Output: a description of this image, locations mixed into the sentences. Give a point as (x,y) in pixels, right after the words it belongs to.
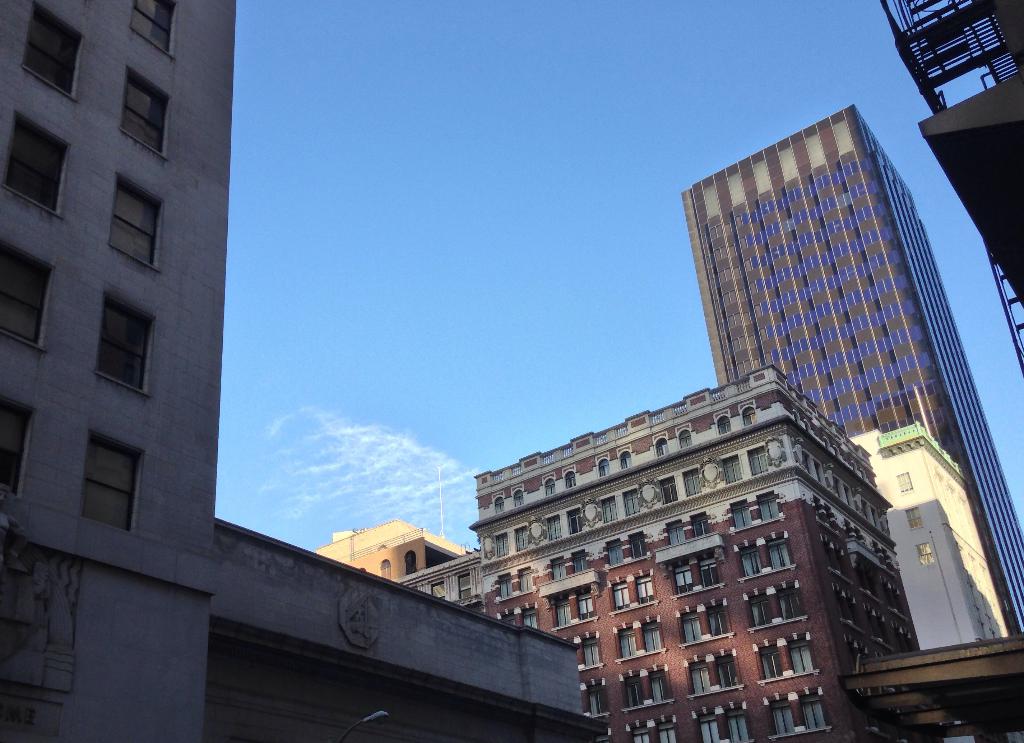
In this picture we can see buildings (609,504), there is a light (369,716) at the bottom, we can see windows (609,520) of these buildings (578,598), there is the sky (437,227) at the top of the picture (434,188).
